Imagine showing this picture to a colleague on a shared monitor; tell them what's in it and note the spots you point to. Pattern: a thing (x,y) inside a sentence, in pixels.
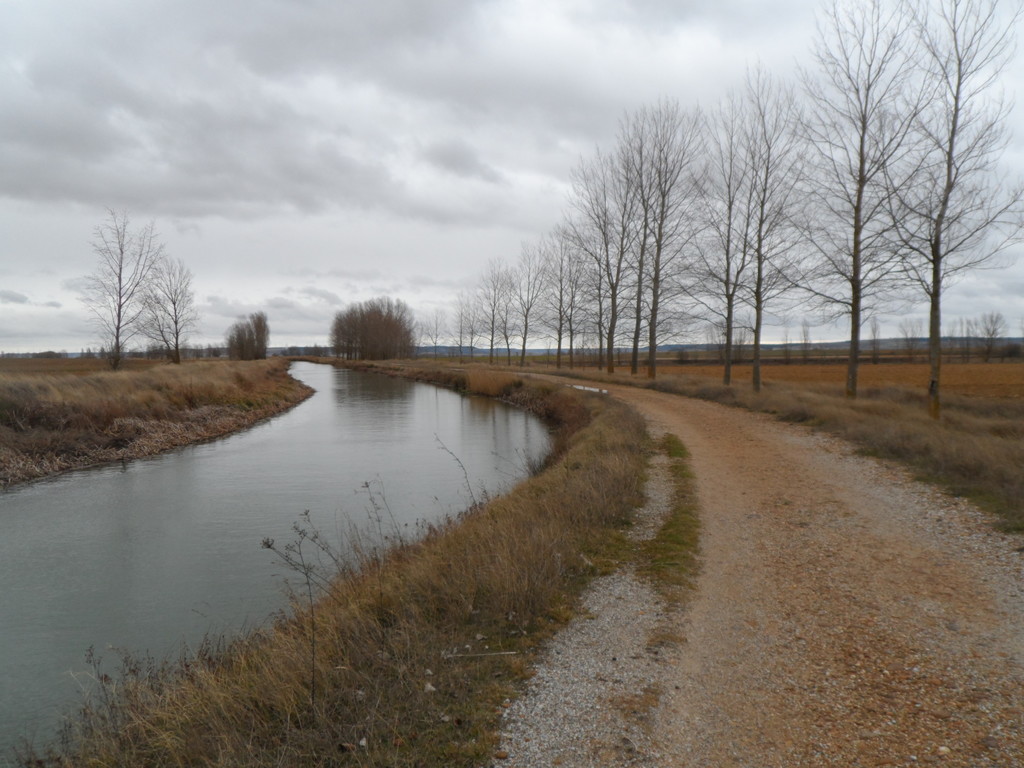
This picture is clicked outside the city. On the left (338,401) there is a water body (440,501) and we can see the grass (344,644). In the background (480,147) there is a sky (59,135), trees (588,301) and plants (461,361).
